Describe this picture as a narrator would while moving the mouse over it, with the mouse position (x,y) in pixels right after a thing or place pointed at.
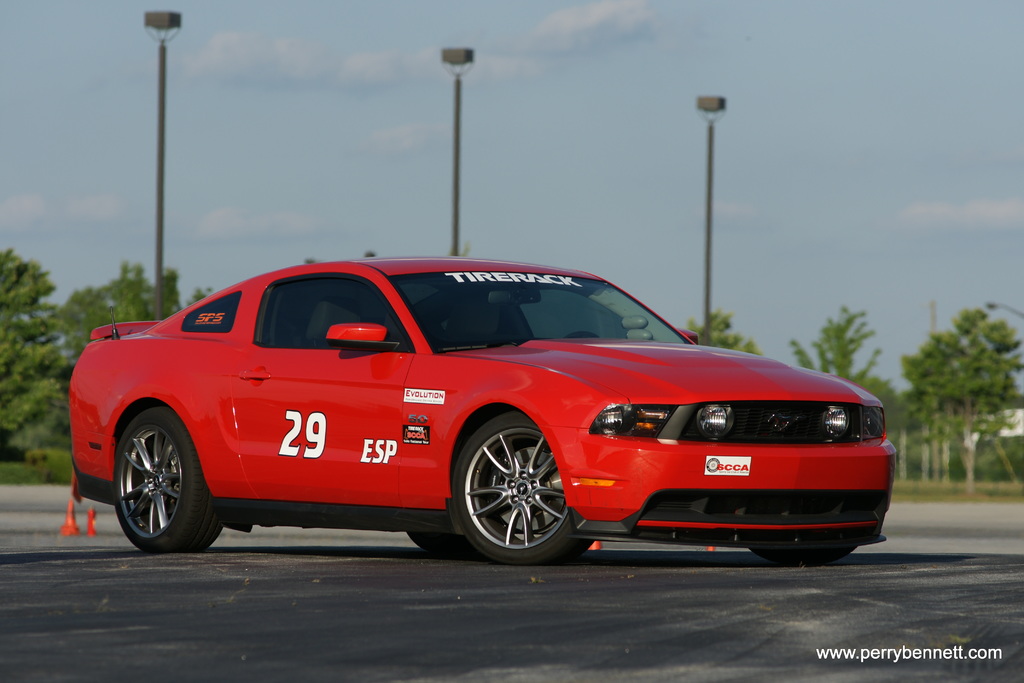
Front we can see red color vehicle (498,426) with wheels (560,542) on this ground (304,641). Background (150,290) there are trees (17,300) and poles (161,305).
